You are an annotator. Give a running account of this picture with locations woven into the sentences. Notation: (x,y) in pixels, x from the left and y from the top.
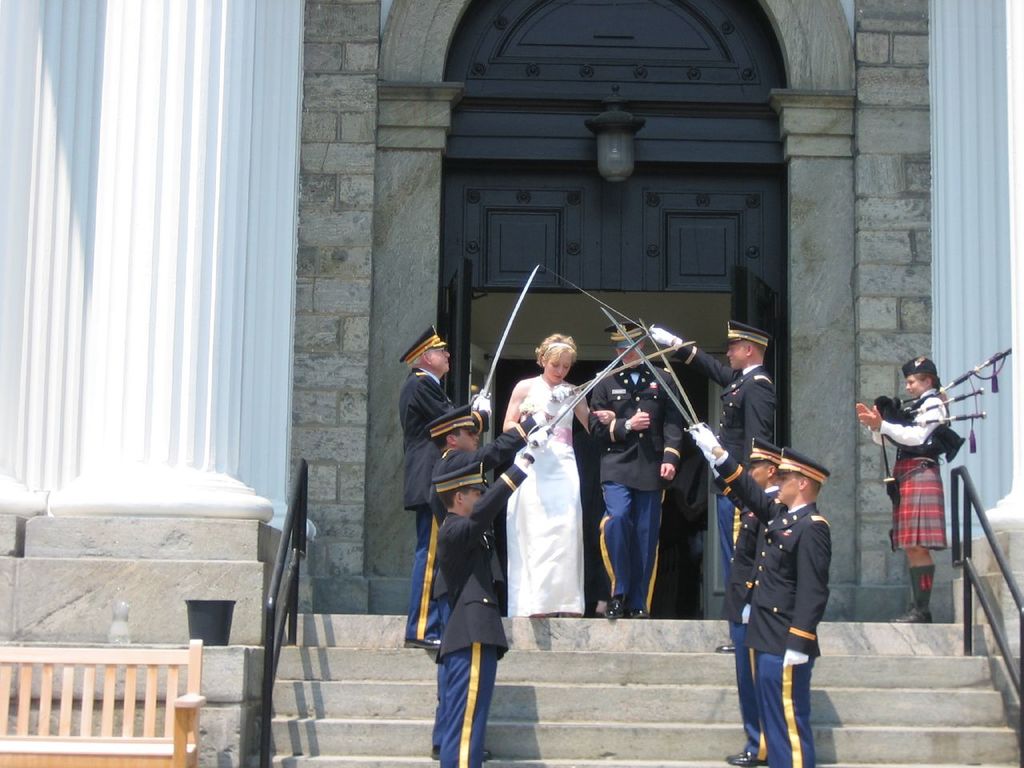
In the background (681,114) we can see the pillars (286,44), door (586,116), light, wall (829,405). In this picture we can see the people (924,529) holding objects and we can see a woman (595,415), man (670,418) holding their hands (646,419). We can see the stairs (376,665) and the railing (276,582). On the left side of the picture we can see a pot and a wooden bench (24,763).
